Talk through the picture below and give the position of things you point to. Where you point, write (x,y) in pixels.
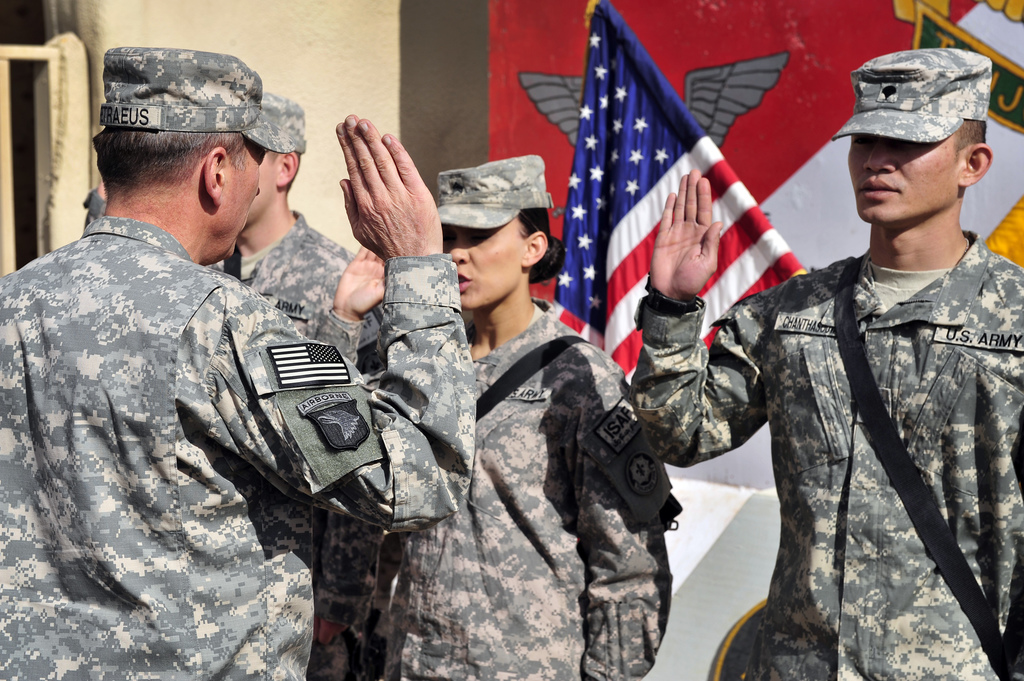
In the foreground of this image (643,488), there are four people (428,274) wearing military dress (431,377) raising a palm (411,247) in the air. In the background (645,136), there is a flag (649,118) and it seems like a wall (352,18) at the top (352,18).
